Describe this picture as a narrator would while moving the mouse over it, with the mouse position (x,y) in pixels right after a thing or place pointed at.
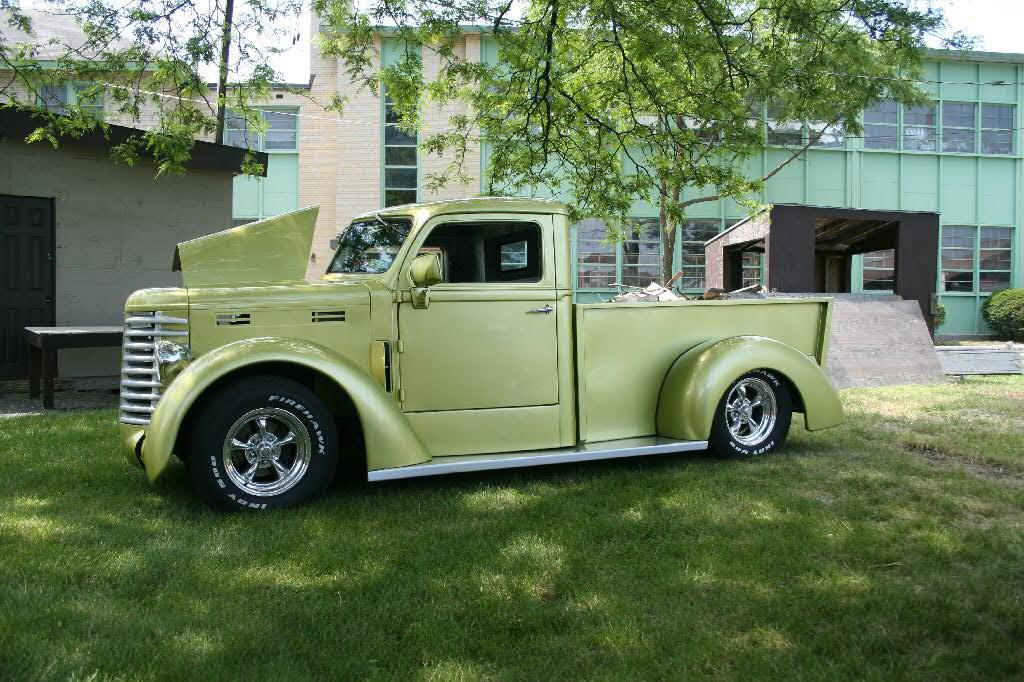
In this picture we can see a vehicle (378,388) parked on the grass path (370,504) and behind the vehicle (343,342) there is a table (99,335), shed (113,240), buildings (326,155), trees (587,66) and a sky (1002,46).
